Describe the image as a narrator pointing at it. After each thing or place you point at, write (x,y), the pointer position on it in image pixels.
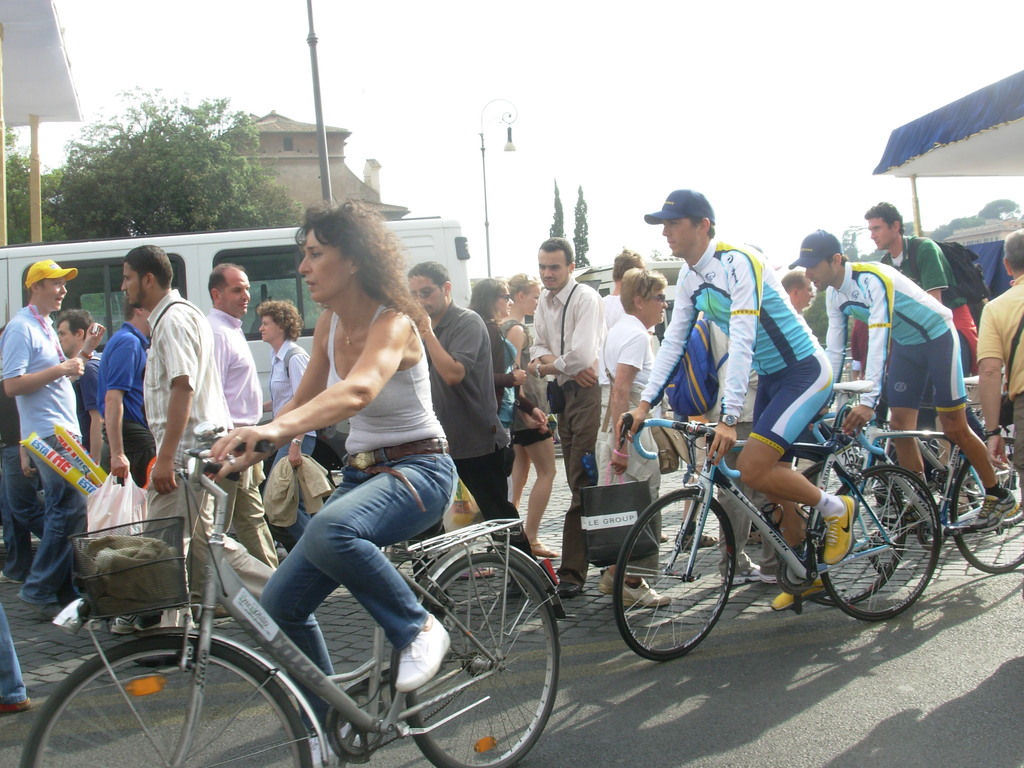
There are three persons (758,352) riding on cycles (681,578). Beside them many persons (495,312) walking. In the background (240,242) there is a vehicle (248,242), tree (243,175) and a building (276,165). A person (766,319) wearing a white and blue dress (750,323) is wearing a cap (650,216).
